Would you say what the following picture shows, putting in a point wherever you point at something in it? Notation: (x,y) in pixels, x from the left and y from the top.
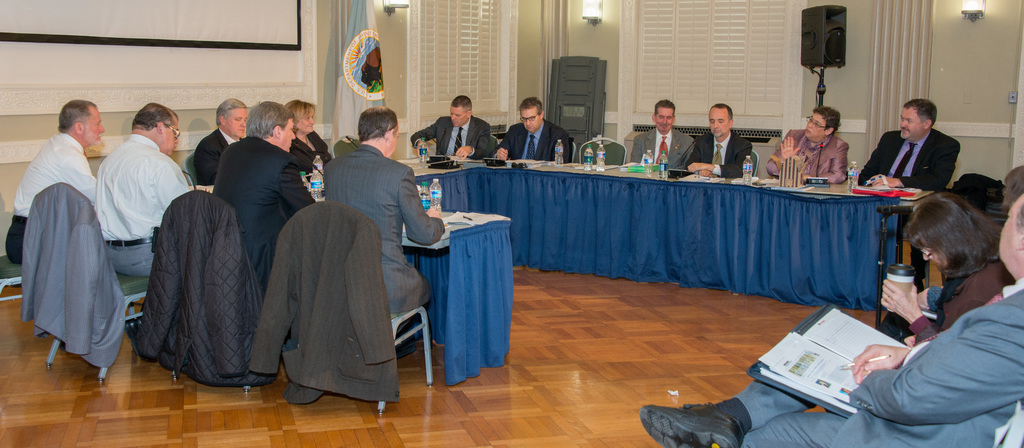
This image is taken in a hall (497,403) where on the right (943,346), there is a man (945,389) sitting and holding a pen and a file (832,353). There is a woman (952,300) sitting and holding a container (899,277). In the middle (669,152), there are persons (303,157) sitting on the chairs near the table (736,196) on which papers (739,180), files (644,168), bottles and a pen (463,219) on it. On the left side of the image (335,278), there are three coats (209,270) on the chairs (207,198). In the background (276,40), there is a screen (282,35), wall (394,22), flag (369,48), few lights (595,13), windows (684,57), a black object (580,76) and a speaker box (830,31).
